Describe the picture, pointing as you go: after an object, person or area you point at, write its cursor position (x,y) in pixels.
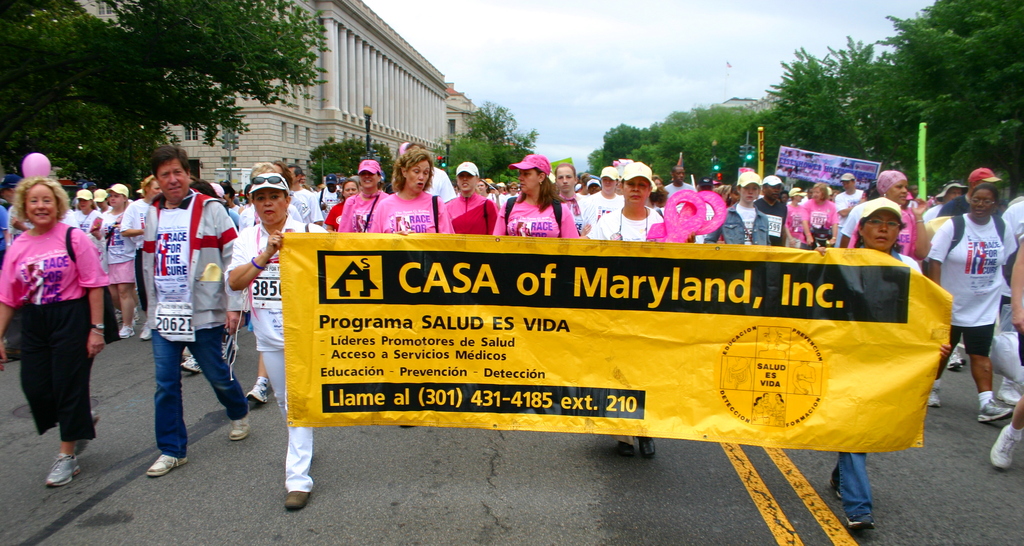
There are people (277,194) holding a flex (543,314) in the foreground area of the image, there are trees (491,153), buildings (468,107), poles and the sky (534,143) in the background (663,106).
